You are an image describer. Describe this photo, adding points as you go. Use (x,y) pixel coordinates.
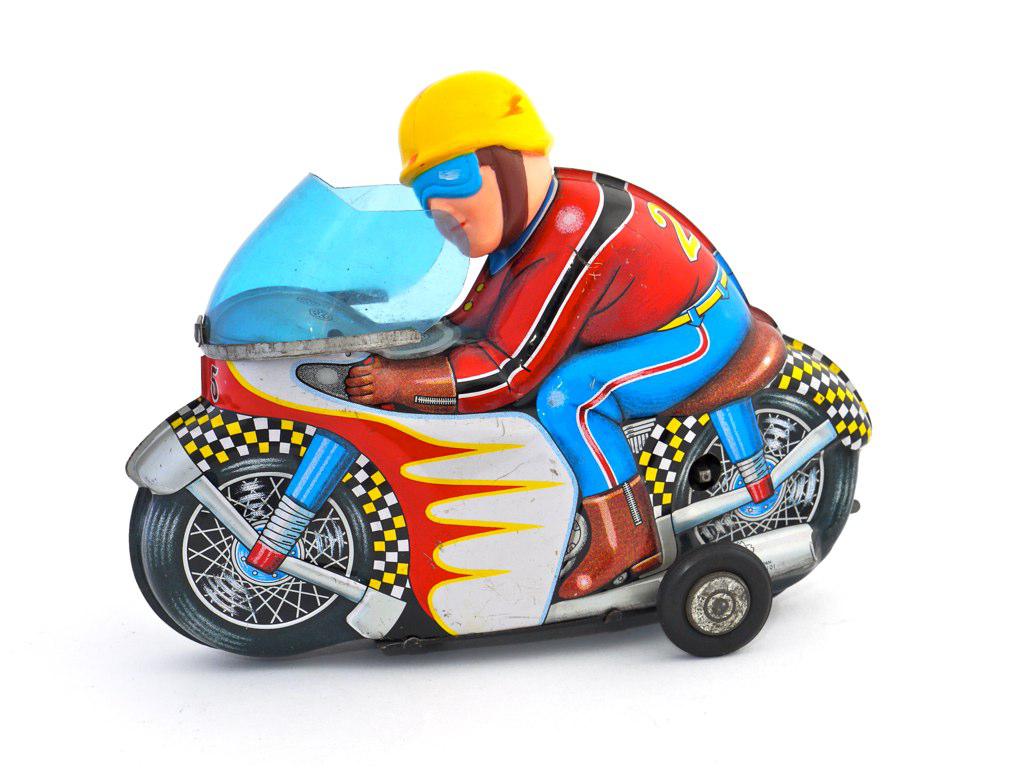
In this image we can see one toy (536,626). One person (517,398) with yellow helmet (434,158) riding a motorbike toy (450,434).
